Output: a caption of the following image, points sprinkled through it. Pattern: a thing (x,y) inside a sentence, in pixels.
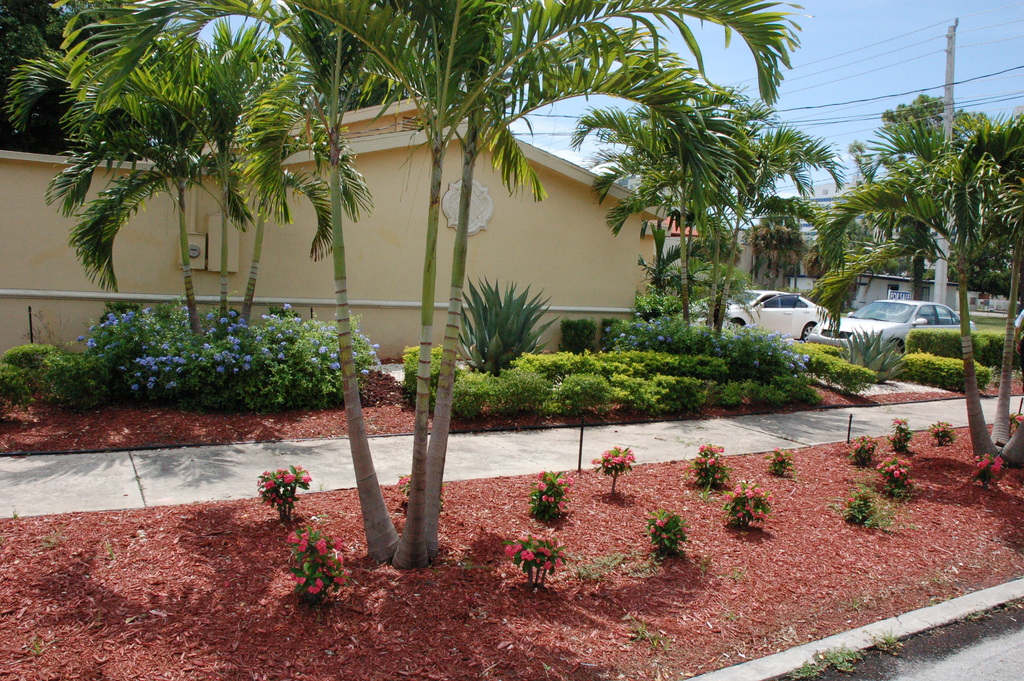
In this picture there are buildings (396,209) and trees (253,300) and vehicles (868,327) and there are wires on the pole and there are flowers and plants (478,361). On the right side of the image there is a person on the pavement (764,442). At the top (723,30) there is sky (603,115) and there are clouds (590,152). At the bottom (93,476) there is a pavement (79,474).
